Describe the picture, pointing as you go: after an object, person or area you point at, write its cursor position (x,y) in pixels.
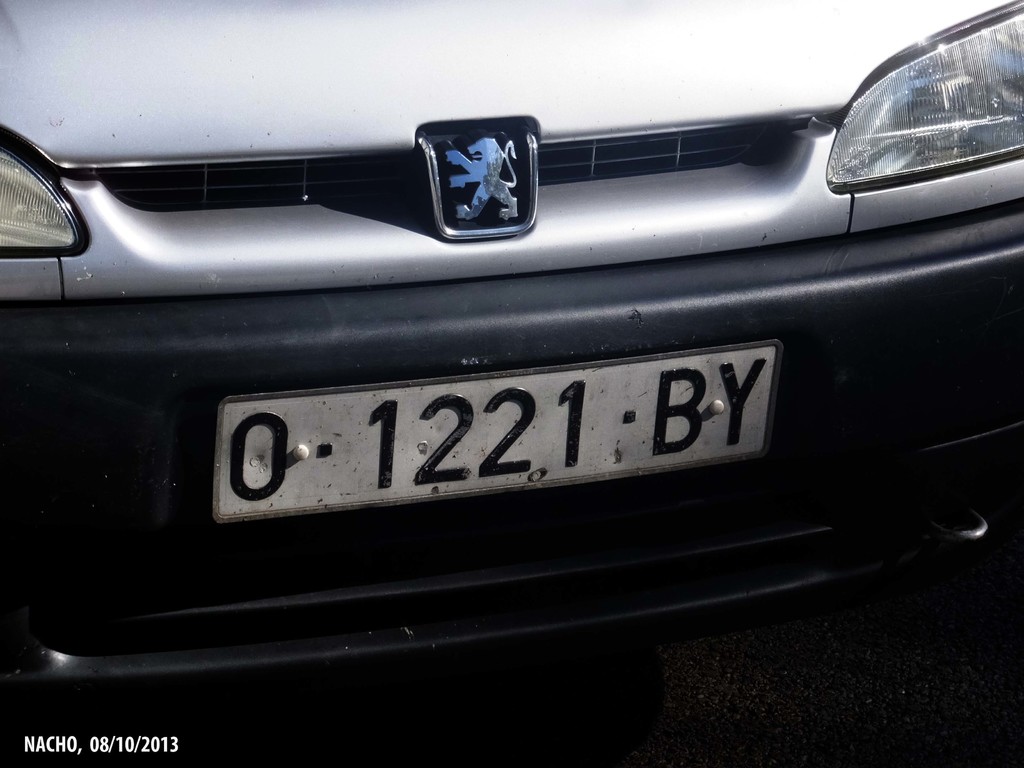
In this image, we can see a front view of a vehicle (147,233) and there is a number plate (620,431) and there are lights (48,180). At the bottom (53,753), there is some text (109,746).
